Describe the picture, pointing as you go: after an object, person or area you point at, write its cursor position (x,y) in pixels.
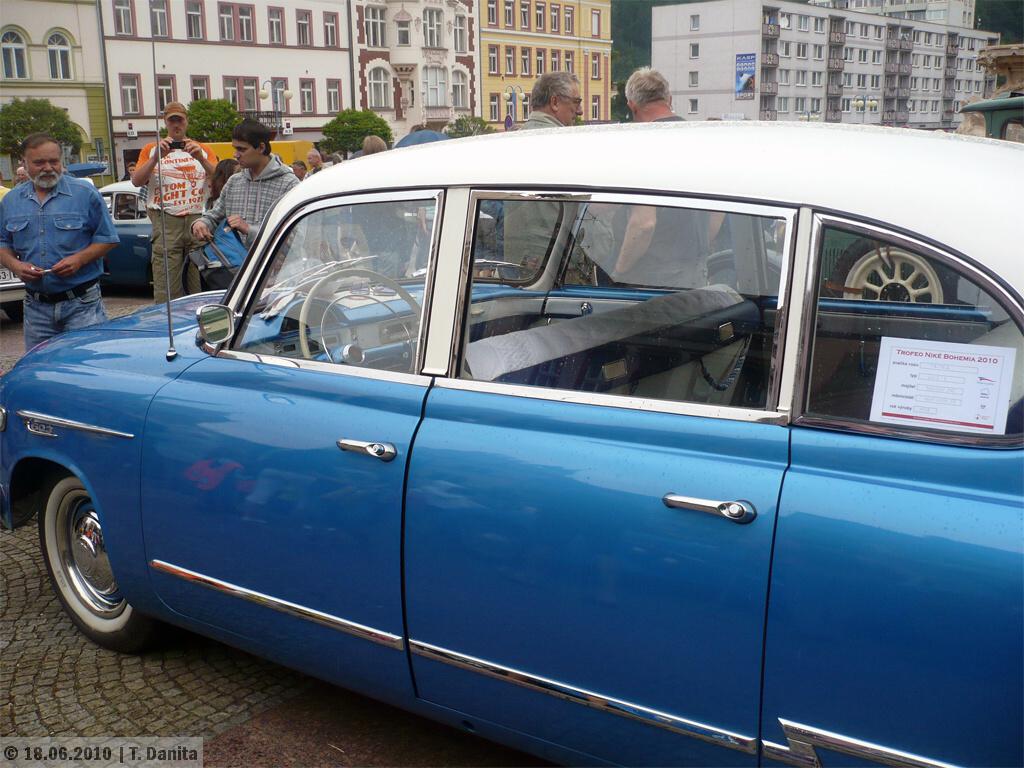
There is a blue color car (378,470) in the middle of this image (388,393). There are some persons (34,213) standing and some trees (365,124) are present in the background (353,131). There are some buildings (467,57) in the background (418,38). There are some other cars (118,204) on the left side of this image (132,206).
